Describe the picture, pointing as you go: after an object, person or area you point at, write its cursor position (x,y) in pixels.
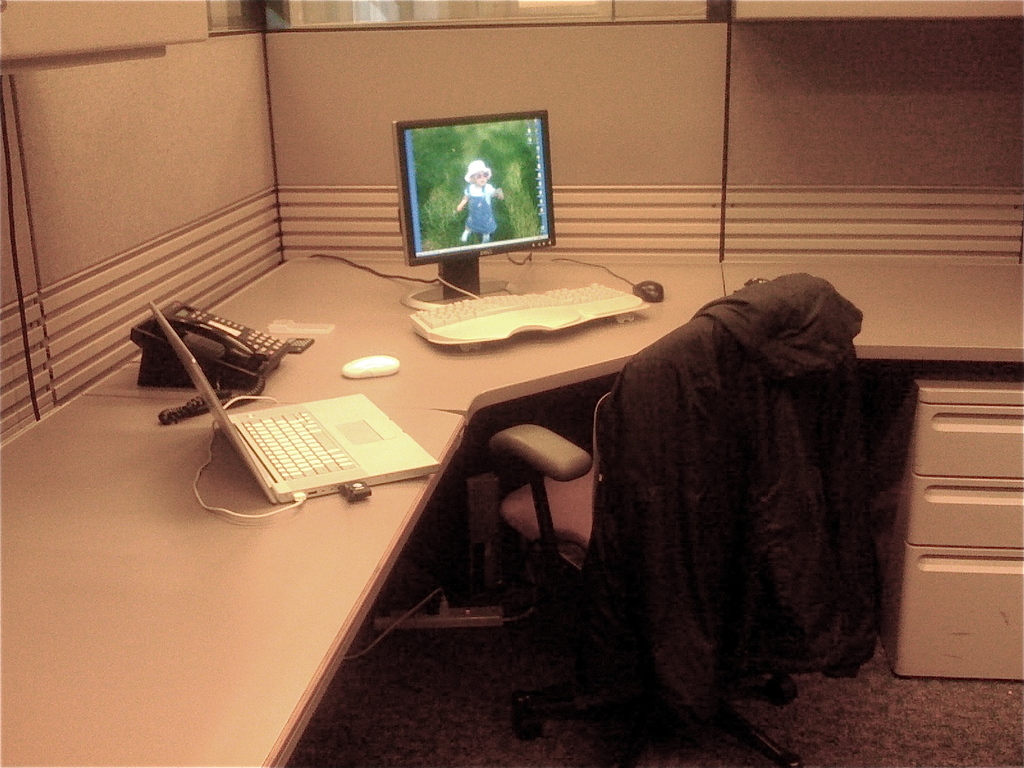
This image is taken inside a room (683,176). In this image there is a table (328,510) and a chair (552,503) with a desk (925,537), on the table (148,538) there is a keyboard (518,300), mouse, monitor (501,177), laptop (284,464) and a telephone (234,322) were there. At the bottom of the image (930,716) there is a floor (911,716) with mat (911,716).
